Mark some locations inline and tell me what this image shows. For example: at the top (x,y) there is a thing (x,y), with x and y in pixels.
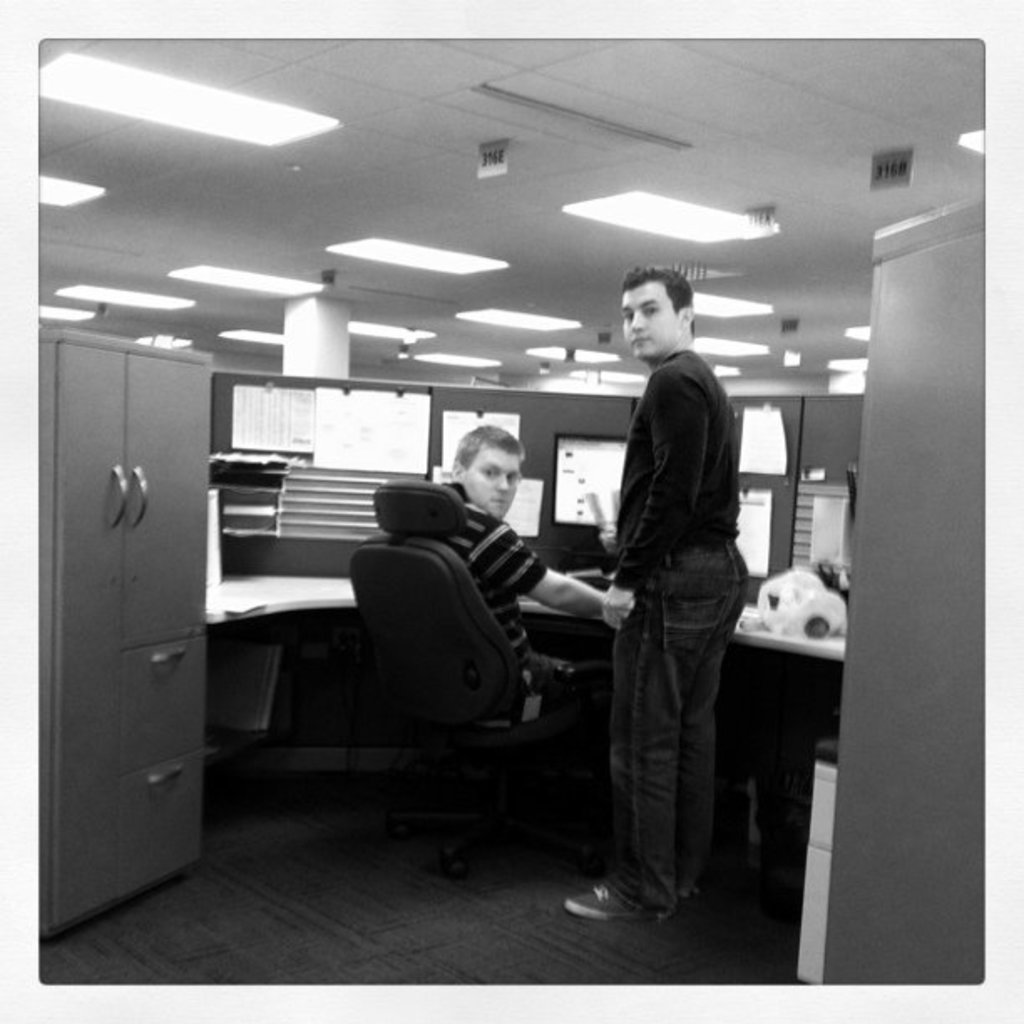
In the image a person (695,511) is standing and a person (584,597) is sitting on a chair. Behind them there is a table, on the table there is a screen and there are some products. At the top of the image (905,49) there is roof (950,79) and lights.
